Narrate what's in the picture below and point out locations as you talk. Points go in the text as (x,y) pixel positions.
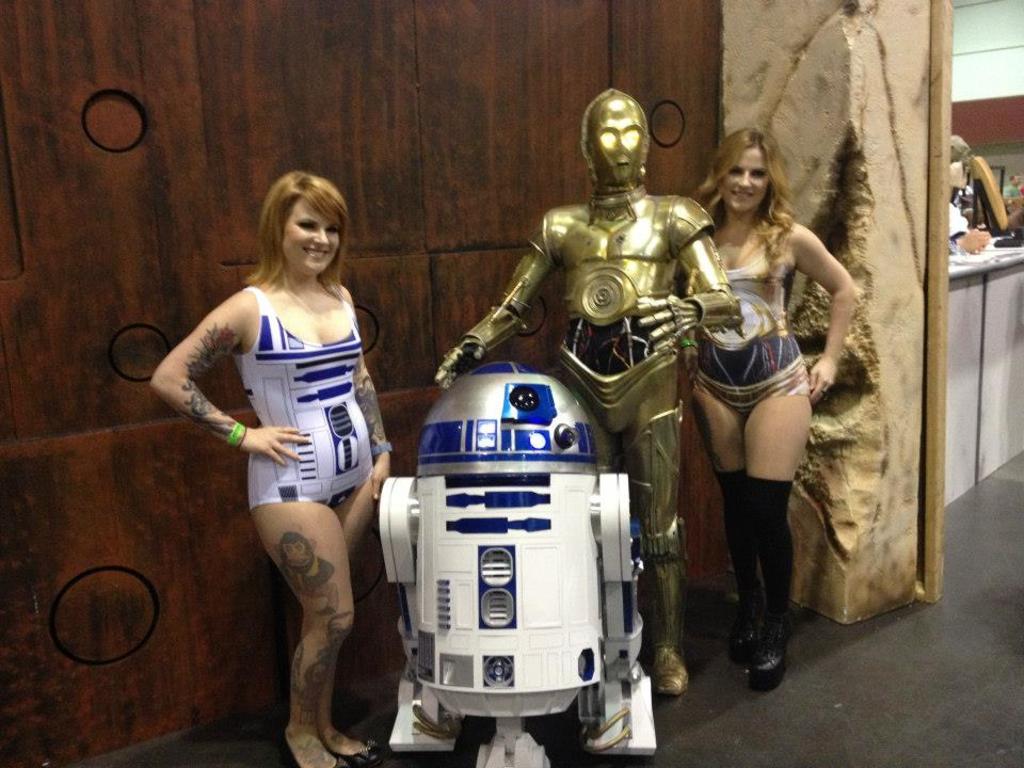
In this image I can see two people (351,383) and the robots (546,451). These people (339,393) are wearing the different color dresses (321,376) and the robots (523,311) are in gold, blue and white color. In the background (407,27) I can see the wooden wall (512,117) and the pillar (746,91). To the right (989,219) I can see some objects (991,199) on the surface (949,271).
